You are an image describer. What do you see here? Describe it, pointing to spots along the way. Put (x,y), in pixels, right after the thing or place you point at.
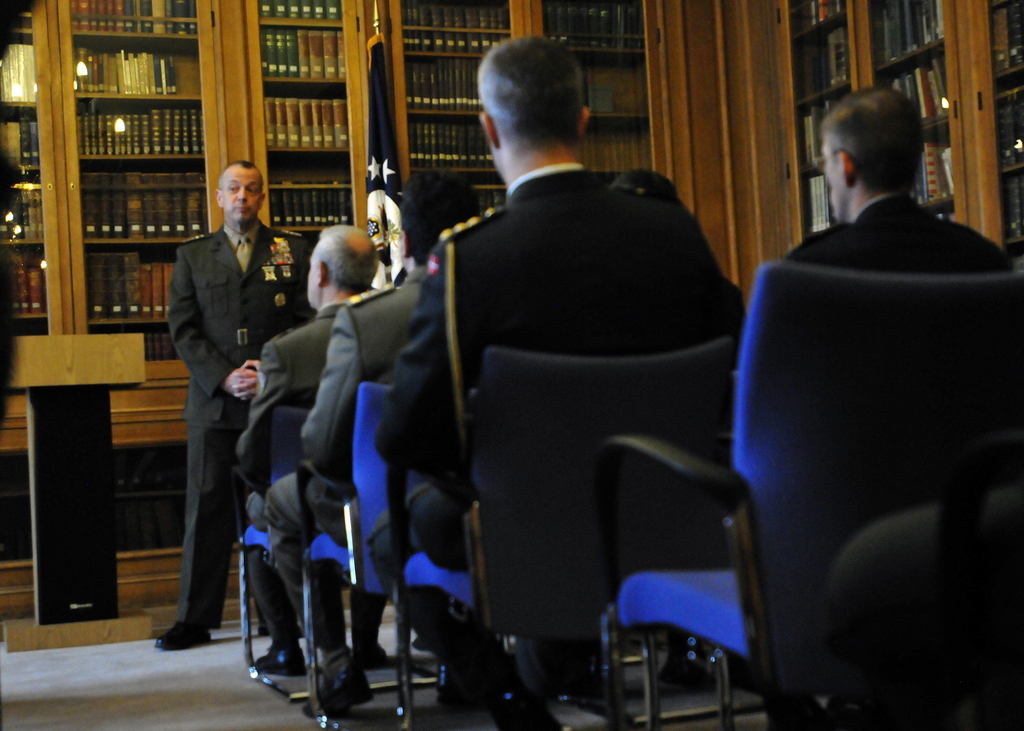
In this Image I see men (512,41) who are sitting on chairs (401,707) and there is a man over here who is standing and there is a podium (110,344) over here. In the background (159,323) I see racks (56,312) which are full of books (315,212) and there is a flag (378,245) over here.
